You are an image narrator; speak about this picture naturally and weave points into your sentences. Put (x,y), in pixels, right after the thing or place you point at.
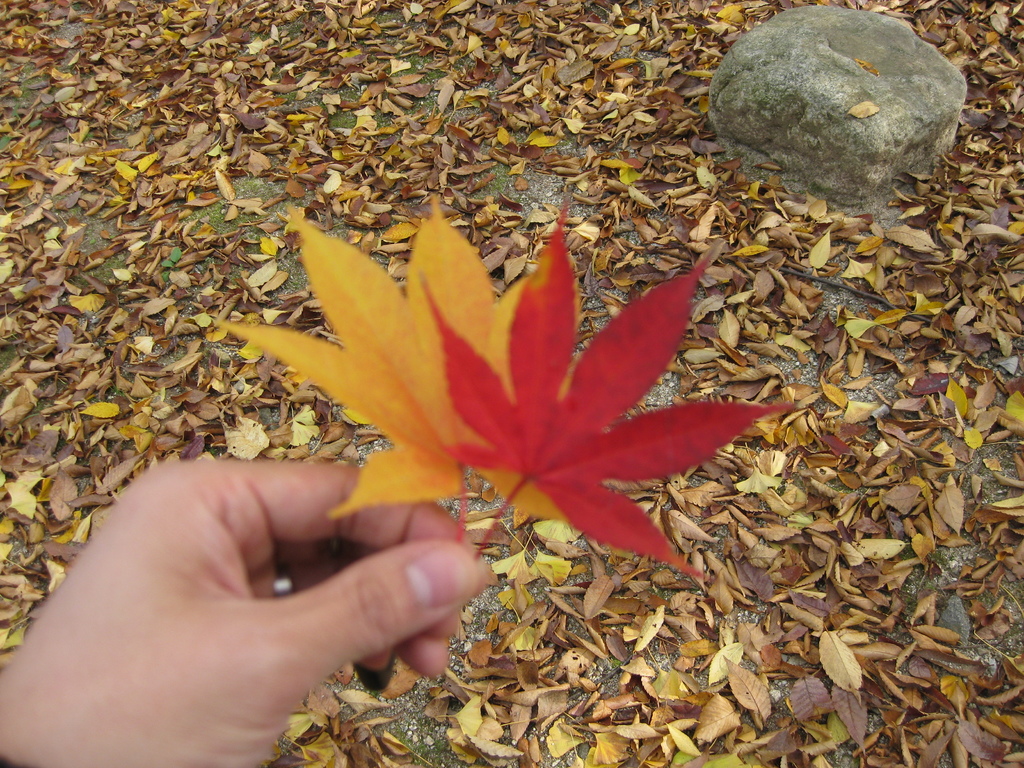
In this image we can see a person's hand (362,554) holding leaves (509,407). We can see a rock (844,91). In the background (366,160) there are dry leaves (712,331) on the ground (739,536).
